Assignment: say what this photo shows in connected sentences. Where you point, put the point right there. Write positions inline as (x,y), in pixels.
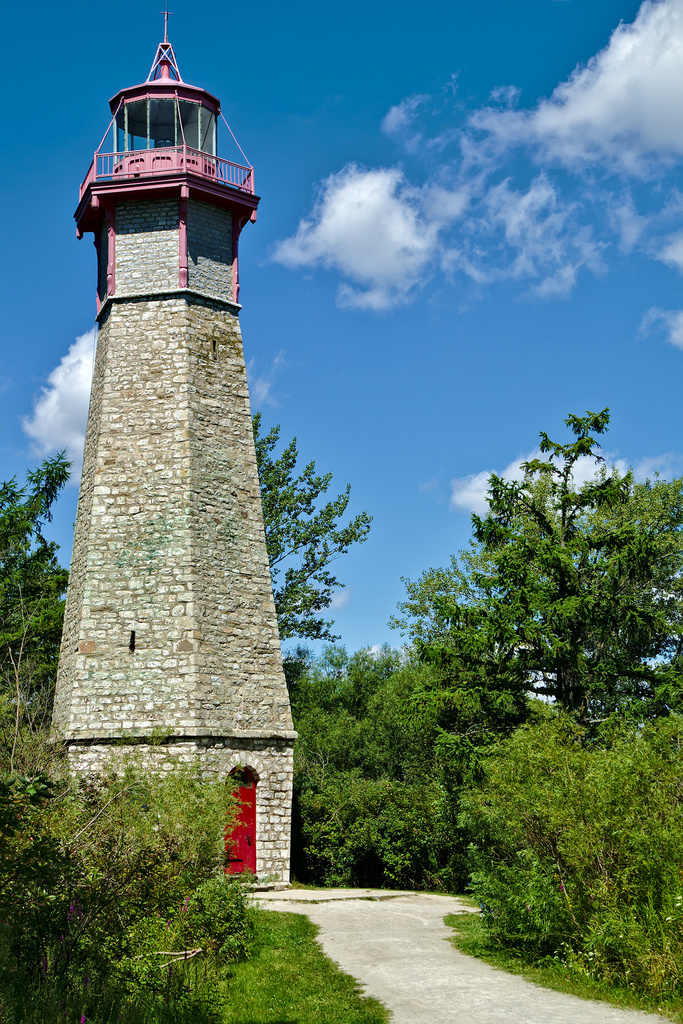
In this picture we can observe a tower (151,433). There is red color door (243,818). We can observe path (386,933) here. There are plants (350,758) and trees (379,737). In the background (397,284) there is a sky (326,283) with some clouds (408,288).
